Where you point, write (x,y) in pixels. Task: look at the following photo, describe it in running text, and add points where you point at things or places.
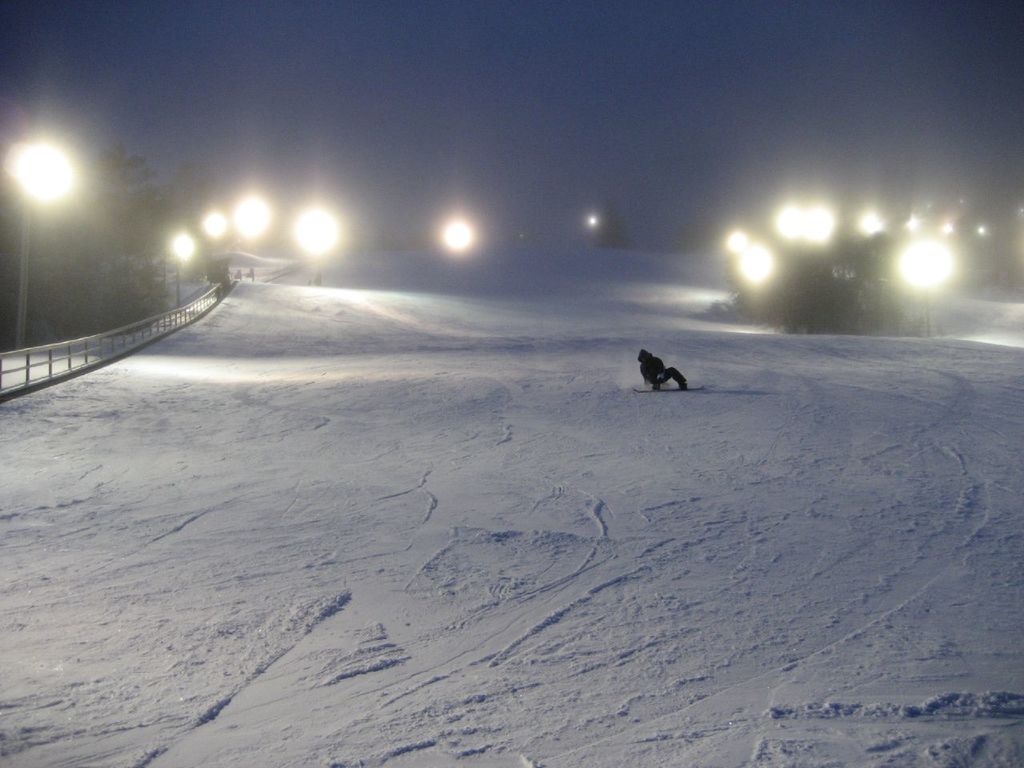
In this image there is one person (655,383) who is skating in a snow (312,366), at the bottom (868,592) there is snow (907,536) and in the background (830,229) there are some lights (934,250), trees (878,264) and on the left side (151,320) there is a railing (49,371). At the top of the image (570,120) there is sky (551,118).
